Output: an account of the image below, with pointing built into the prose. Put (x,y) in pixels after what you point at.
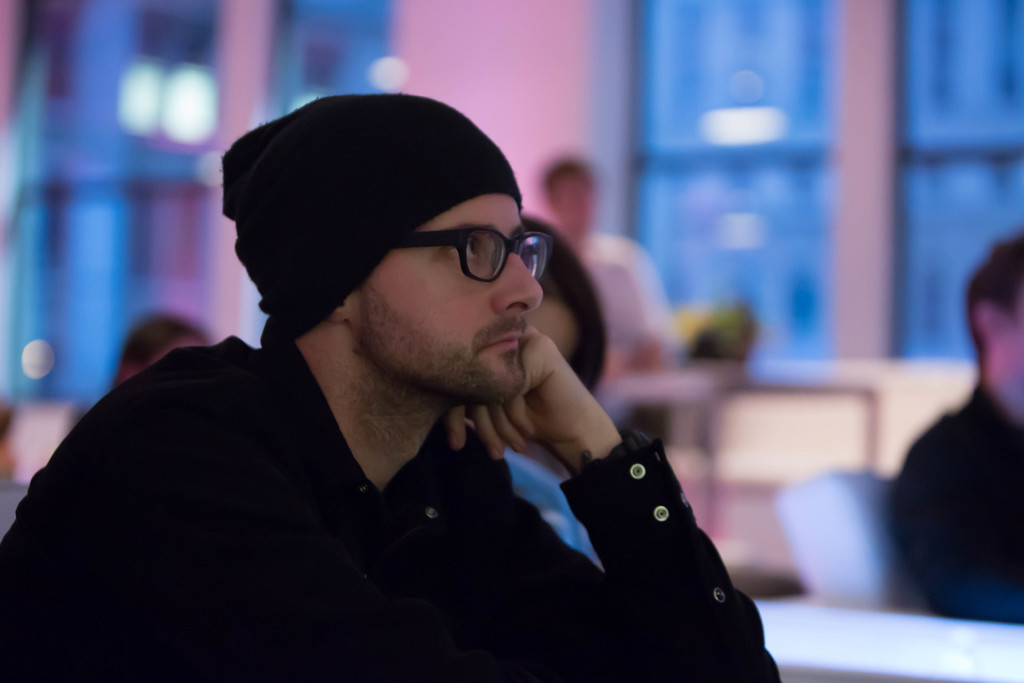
In this image, there is a person (355,549) wearing clothes (243,470), cap (315,301) and spectacles (501,243).
